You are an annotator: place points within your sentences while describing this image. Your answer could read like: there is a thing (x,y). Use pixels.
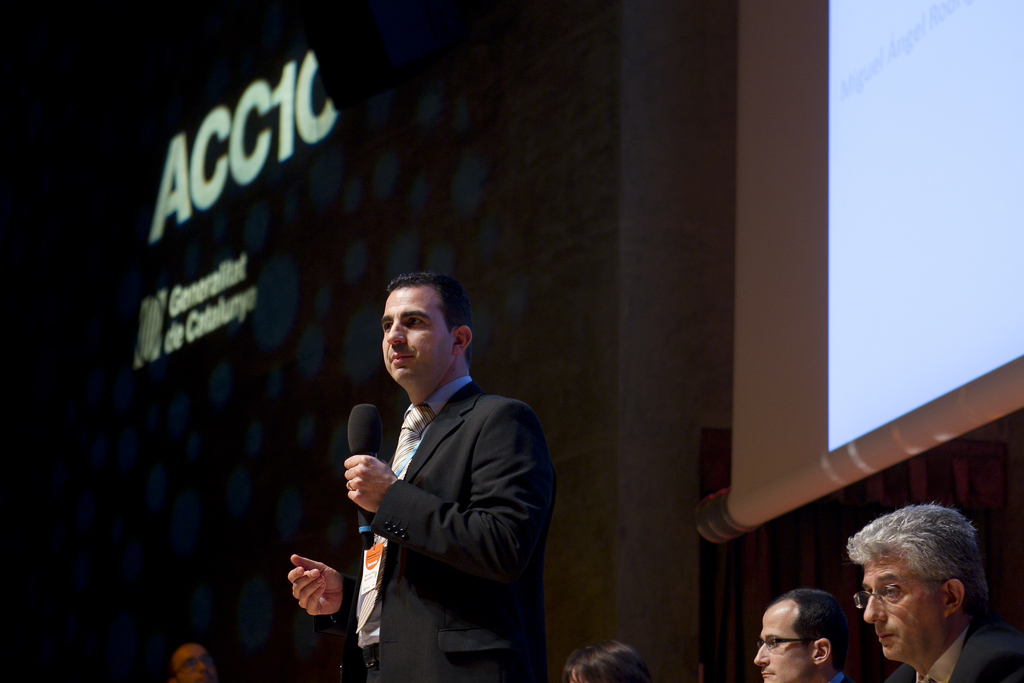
In this image we can see few persons (385,515). The person (390,604) in the middle (437,423) is holding a mic (368,483). Behind the person (406,437) we can see a wall (355,293) with text (225,311). On the right side (875,292), we can see a projected screen (939,324).
